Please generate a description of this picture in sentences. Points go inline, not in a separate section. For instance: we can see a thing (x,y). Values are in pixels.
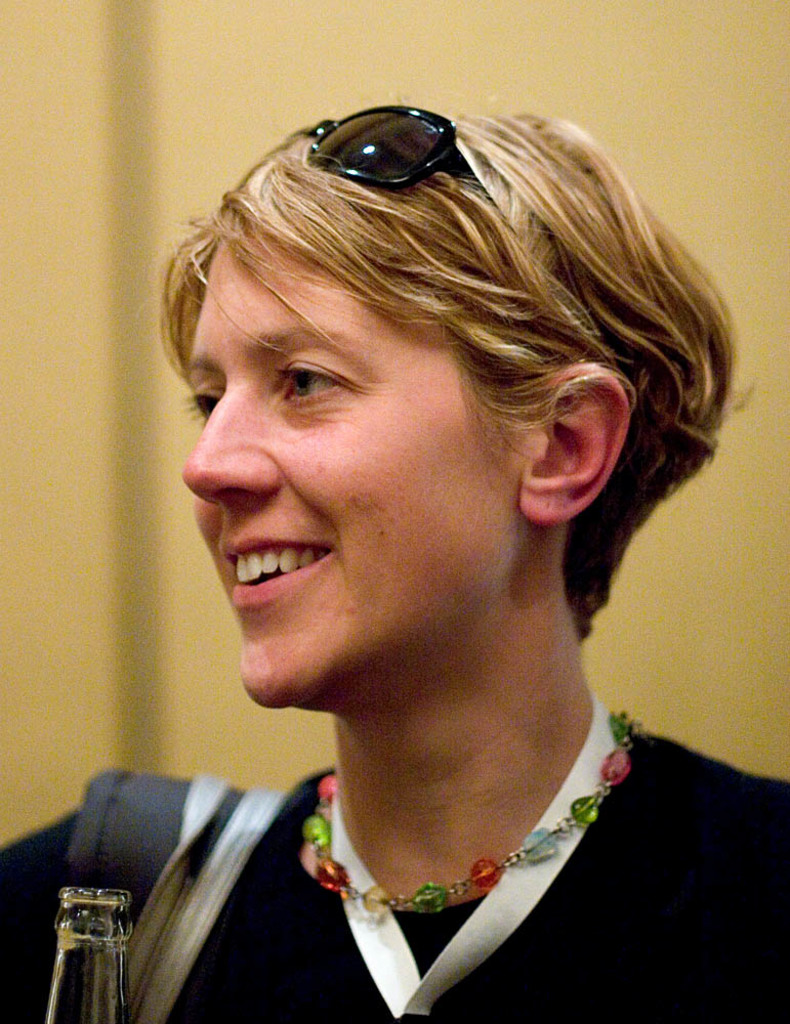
Here we can see a woman (305,258). She is smiling. She has goggles (358,146) on her head (496,254) and she wear a chain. On the background (118,475) there is a wall (78,265).
